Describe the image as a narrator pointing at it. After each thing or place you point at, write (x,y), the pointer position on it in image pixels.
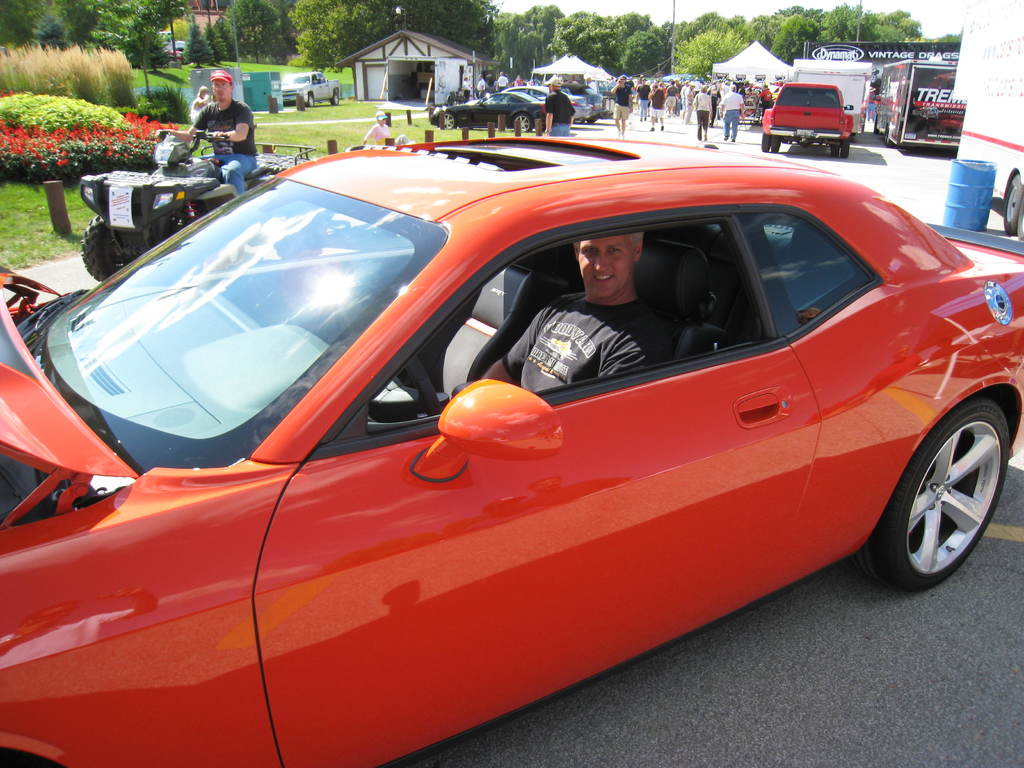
In this image I can see number of vehicles (465,288), grass (44,257), flowers (122,148), number of trees (323,54), few shades (584,78), a warehouse (392,38) and a blue color thing (958,202) over here. Here I can see a man (619,303) is sitting in this car (519,404) and in the background (162,138) I can see he is sitting on a vehicle (132,210).
